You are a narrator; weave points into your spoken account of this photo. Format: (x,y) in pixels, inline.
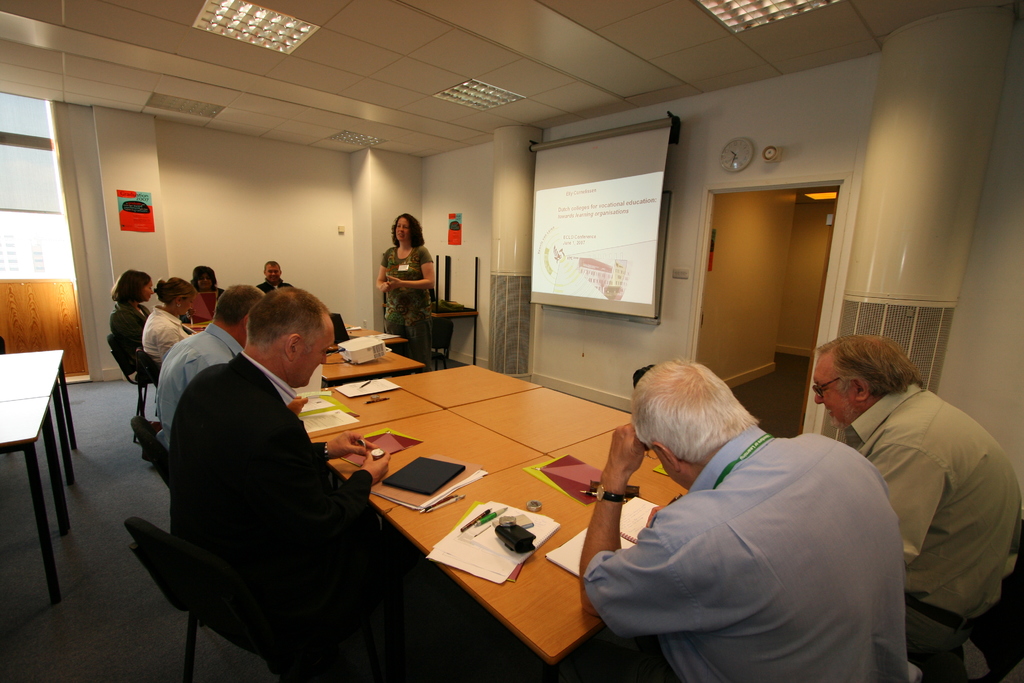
In this image we can see a group of people (909,476) sitting in front of a table (413,512) on chairs (135,366) placed on the floor (454,656). On the table (419,390) we can see group of books (432,485), projector (363,356), pens (474,522). A woman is standing on the floor (119,382). In the background (609,233), we can see a screen (648,227), wall clock (741,155), door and window (53,236).
